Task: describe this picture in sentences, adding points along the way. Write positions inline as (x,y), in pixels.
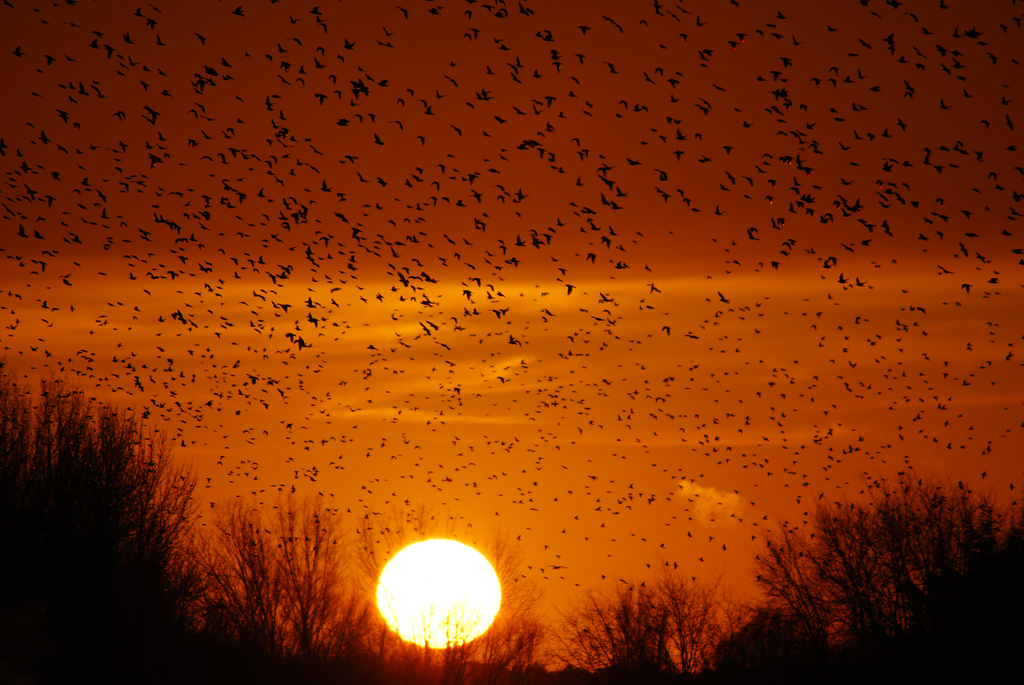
In this image I can see there are so many birds (475,191) flying in the air (708,256) I can see sun (404,630) set at the bottom (388,630) and I can see trees (692,583) at the bottom (99,606).
